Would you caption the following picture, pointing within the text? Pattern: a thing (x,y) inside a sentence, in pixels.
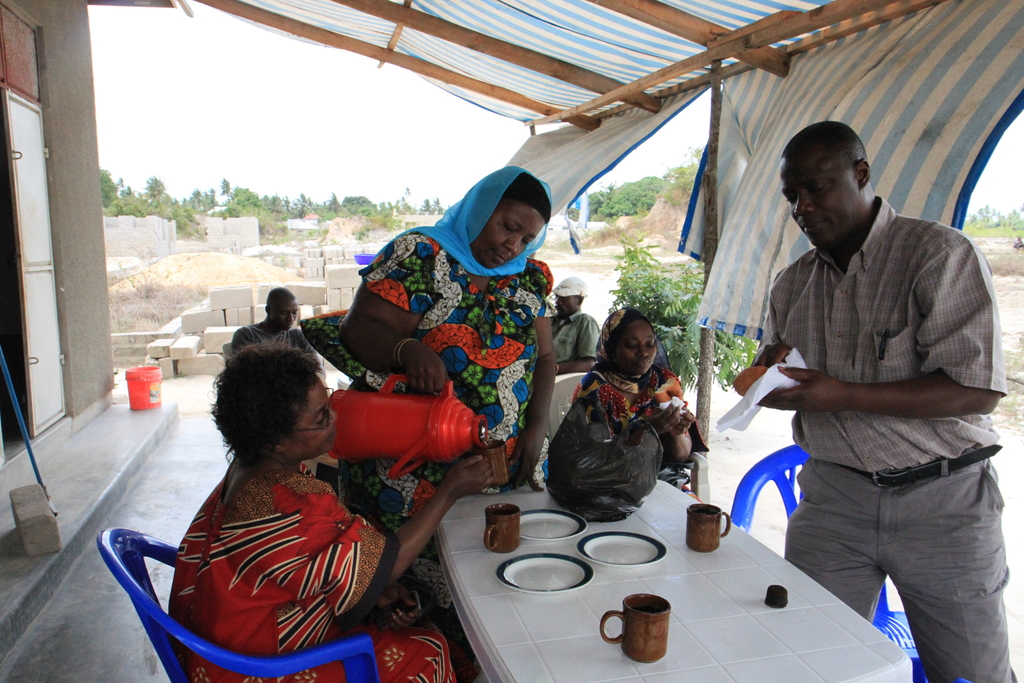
In this picture I can see there are few people (391,532) sitting in the chairs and there is a table (572,593) in front of them, there are plates (547,585), glasses (645,601) and there is a woman (441,346) standing and pouring water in the glass (493,473). There is a man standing and he is holding something. In the backdrop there are few people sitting and in the backdrop (614,308) there are plants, trees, bricks (175,345), sand (649,237) and the sky (304,127) is clear.
